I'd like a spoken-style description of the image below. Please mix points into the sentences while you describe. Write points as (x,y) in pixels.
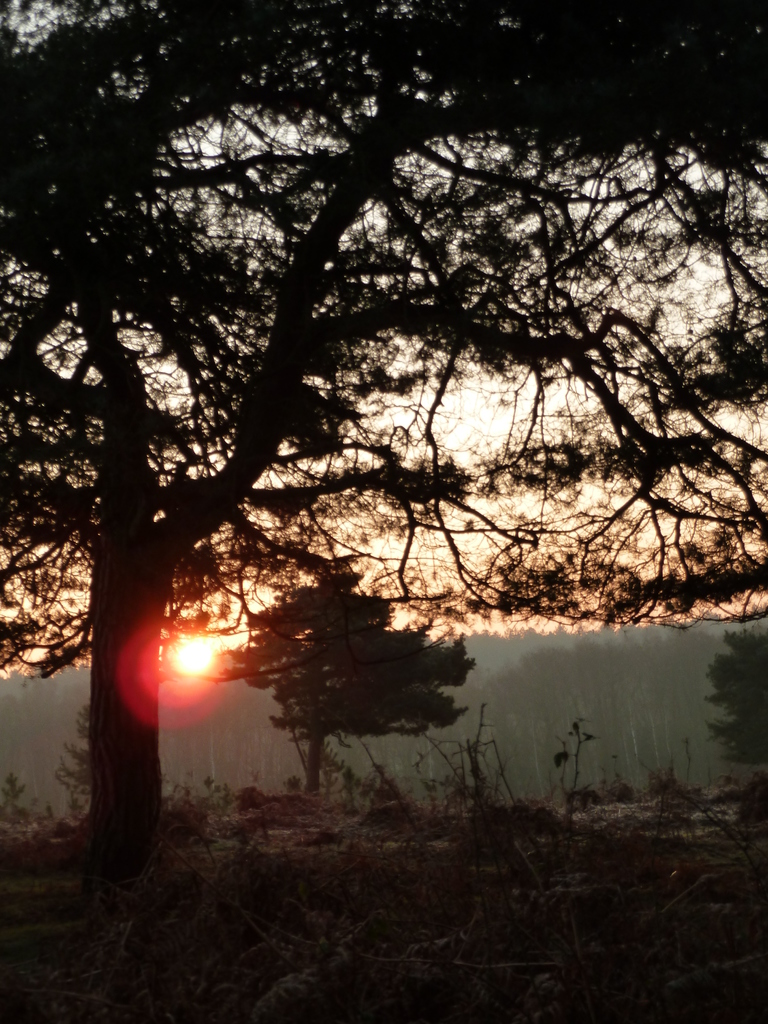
In the image we can see there are plants (402,886) on the ground (402,886) and there are trees (418,524). There is sunshine (168,680).
